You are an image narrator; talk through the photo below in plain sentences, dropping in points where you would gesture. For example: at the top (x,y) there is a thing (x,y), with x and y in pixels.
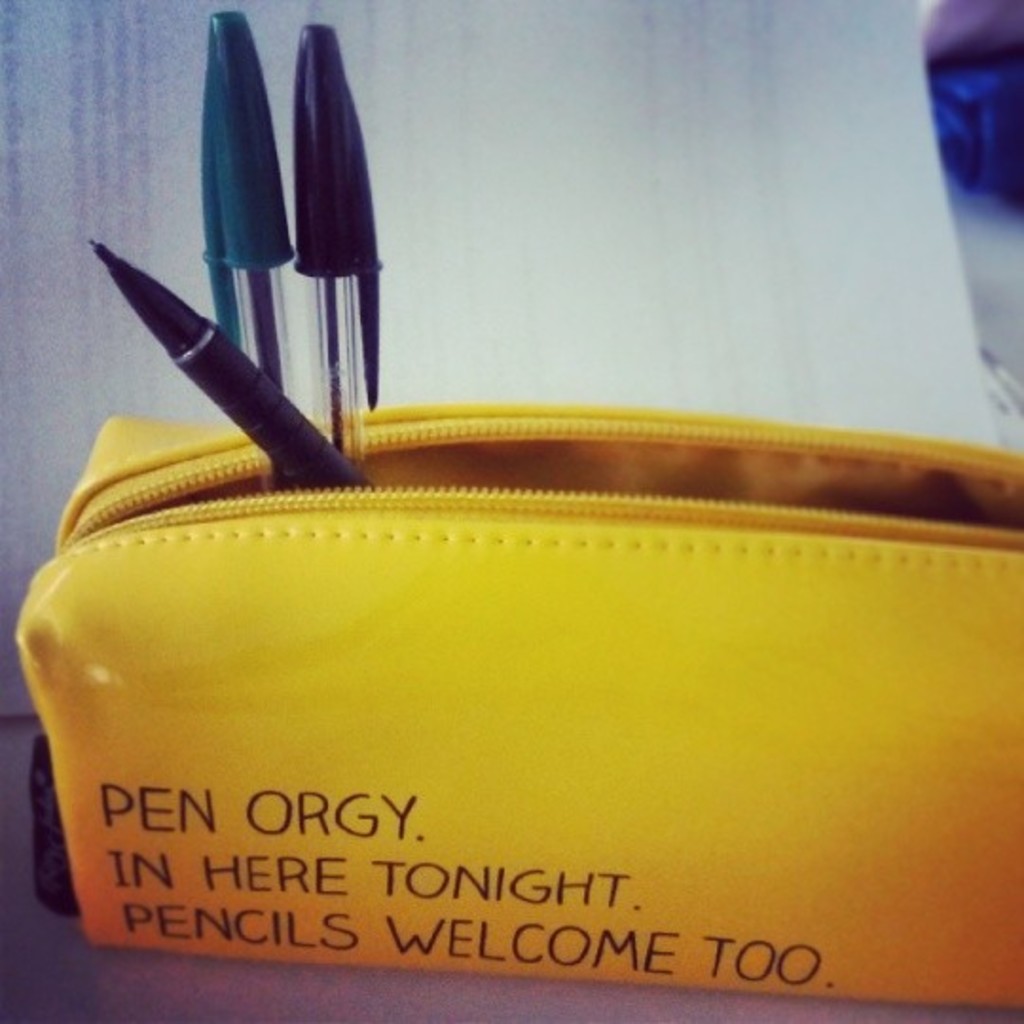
In this image we can see a yellow color pouch (754,917) and some text (445,889) written on it. There are three pens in the pouch (386,872). There is a table (37,925) in the image.
